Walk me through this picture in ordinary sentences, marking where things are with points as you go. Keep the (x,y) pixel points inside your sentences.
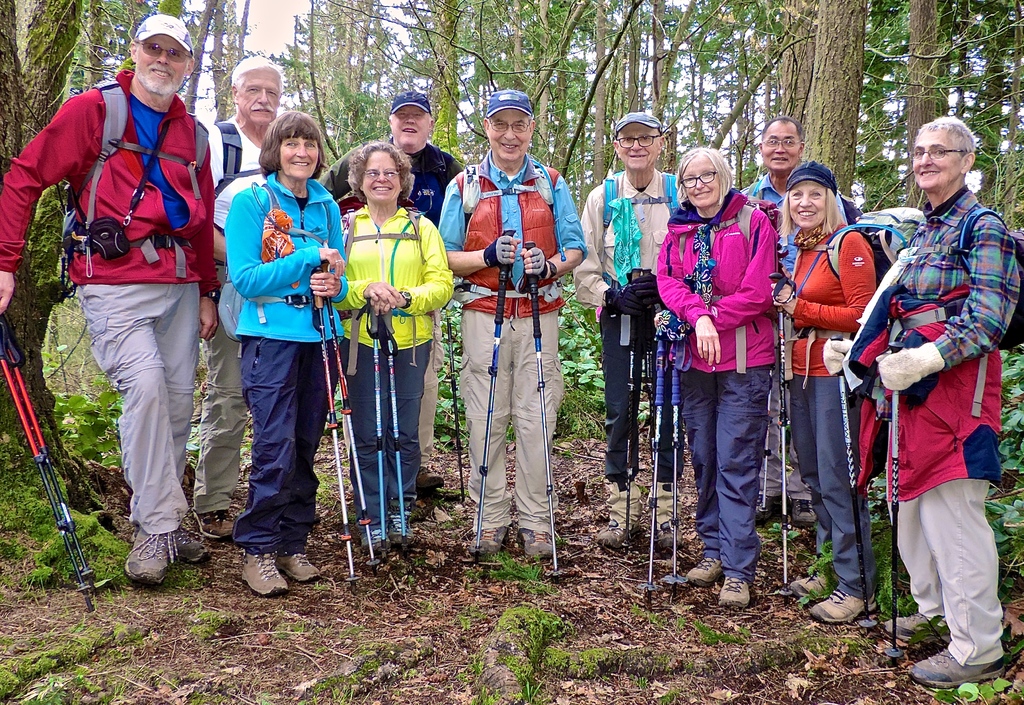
In the center of the image (667,433) there are many people (969,471) holding sticks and standing. In the background of the image (79,60) there are trees (779,54). At the bottom of the image (105,676) there is grass (526,697).
